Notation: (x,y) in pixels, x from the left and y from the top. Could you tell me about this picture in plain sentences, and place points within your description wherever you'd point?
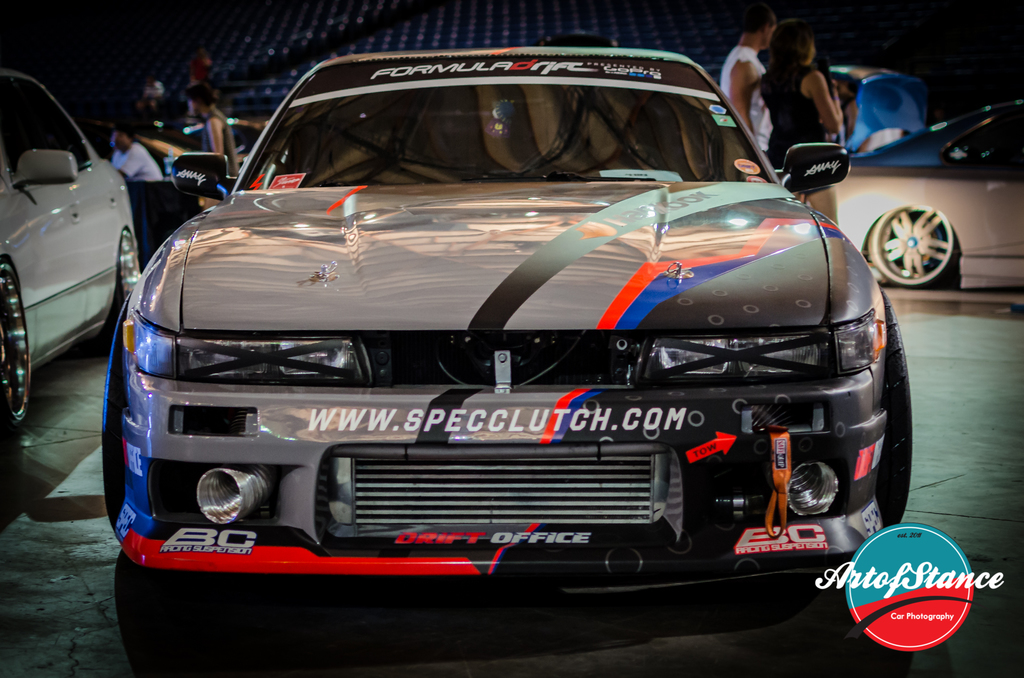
In the center of the image (648,336) there is a car (693,583). In the background of the image (185,125) there are people (209,98) and other cars (877,126). At the bottom of the image (889,534) there is a logo (945,537) and road (72,616).
